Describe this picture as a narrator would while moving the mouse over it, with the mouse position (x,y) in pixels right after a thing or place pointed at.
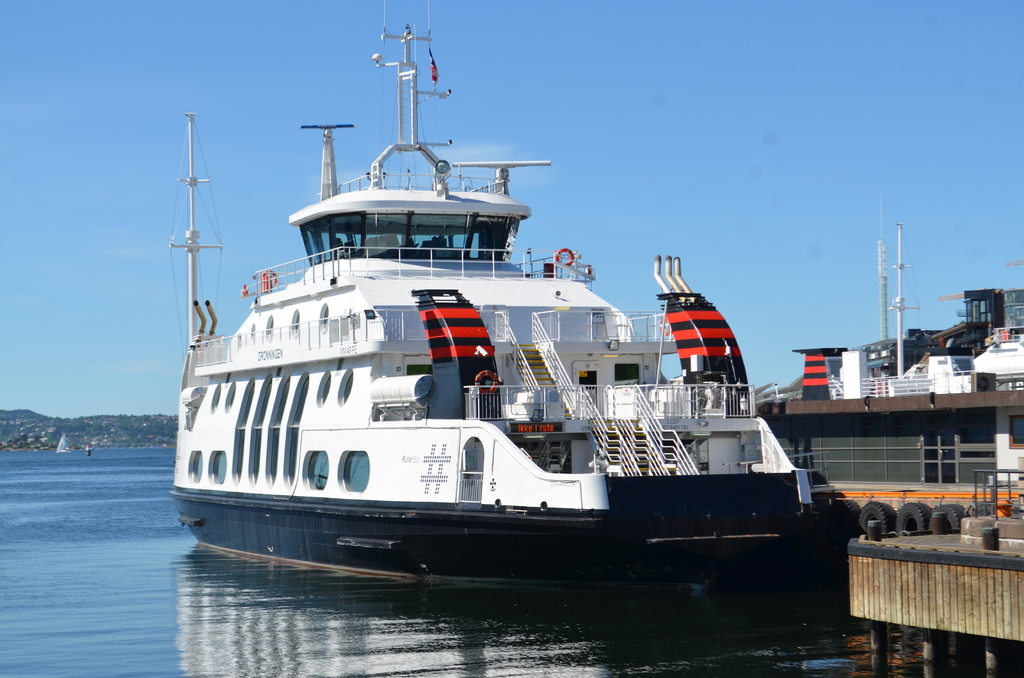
In this image I can see ships (584,460) in the water (370,578). In the background (147,440) I can see mountains (53,423) and trees (75,435). On the top (177,110) I can see the sky (321,119). This image is taken near the seashore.
